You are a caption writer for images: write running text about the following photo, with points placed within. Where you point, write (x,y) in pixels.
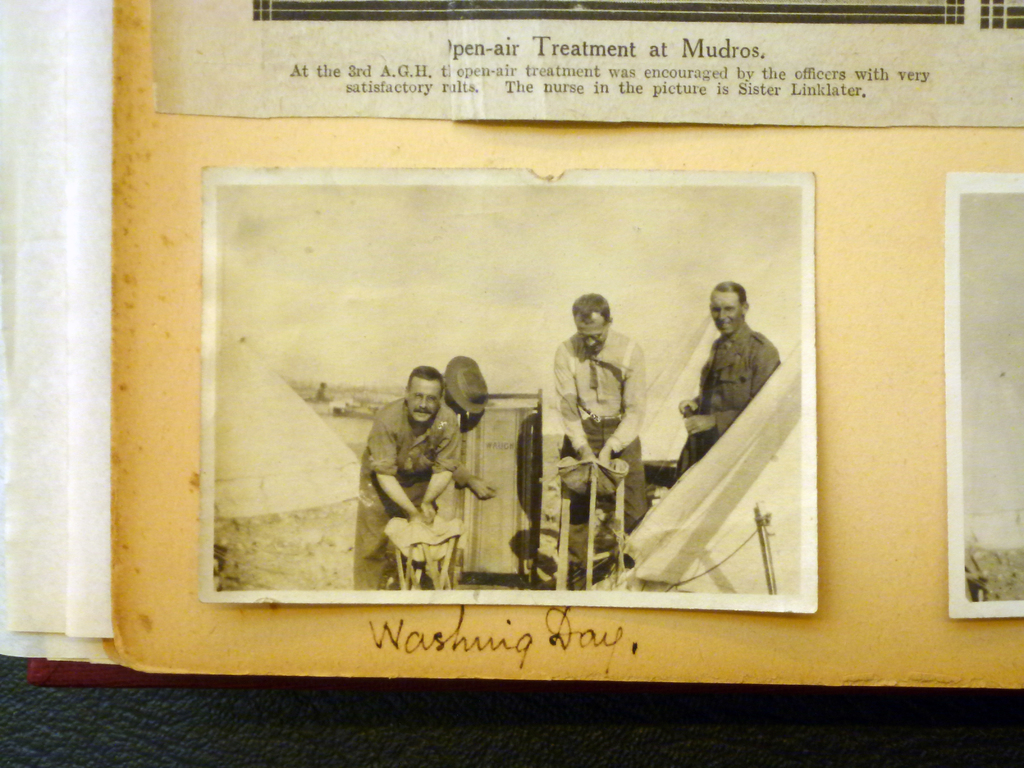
In this image we can see three photos (574,363) on some object (510,637). There are few people (611,441) and some objects (653,467) in one of the photos (640,518) and some text (523,639) written at the bottom of the image (464,640). There is some text (542,69) written at the top (634,92) image.
